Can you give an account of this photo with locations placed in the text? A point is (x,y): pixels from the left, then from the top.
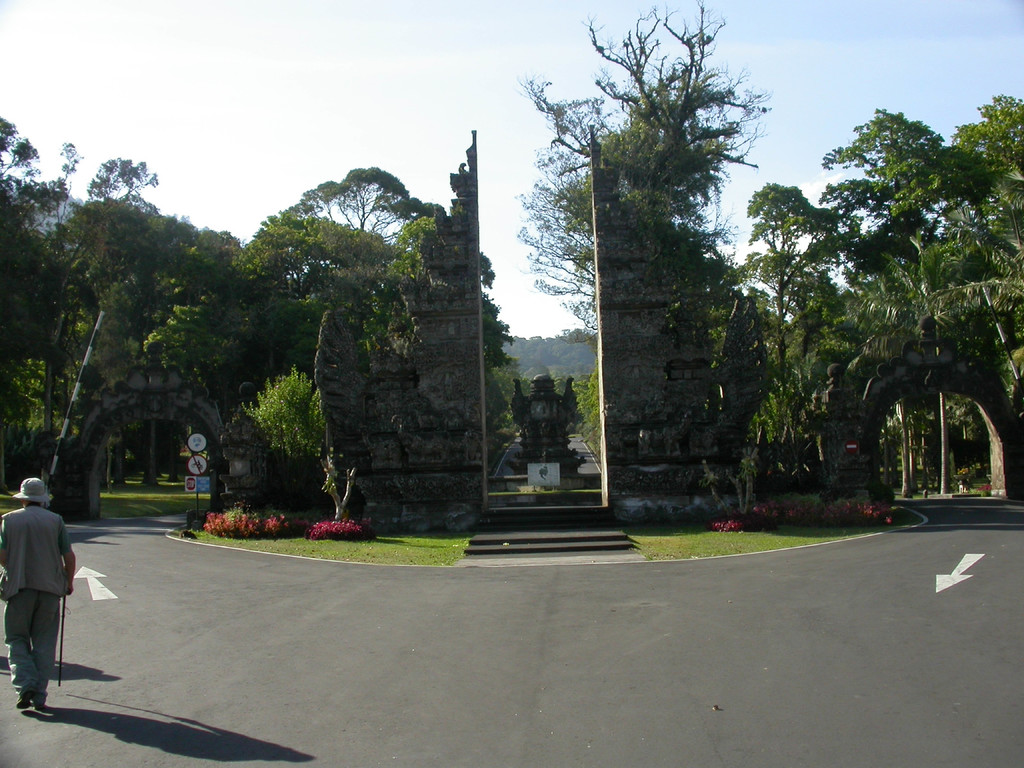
There is a person (35,481) on the road (228,702). This is grass (390,557) and there are plants (302,501). Here we can see boards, pole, trees (923,471), and a sculpture (557,430). In the background (515,160) there is sky (497,56).
